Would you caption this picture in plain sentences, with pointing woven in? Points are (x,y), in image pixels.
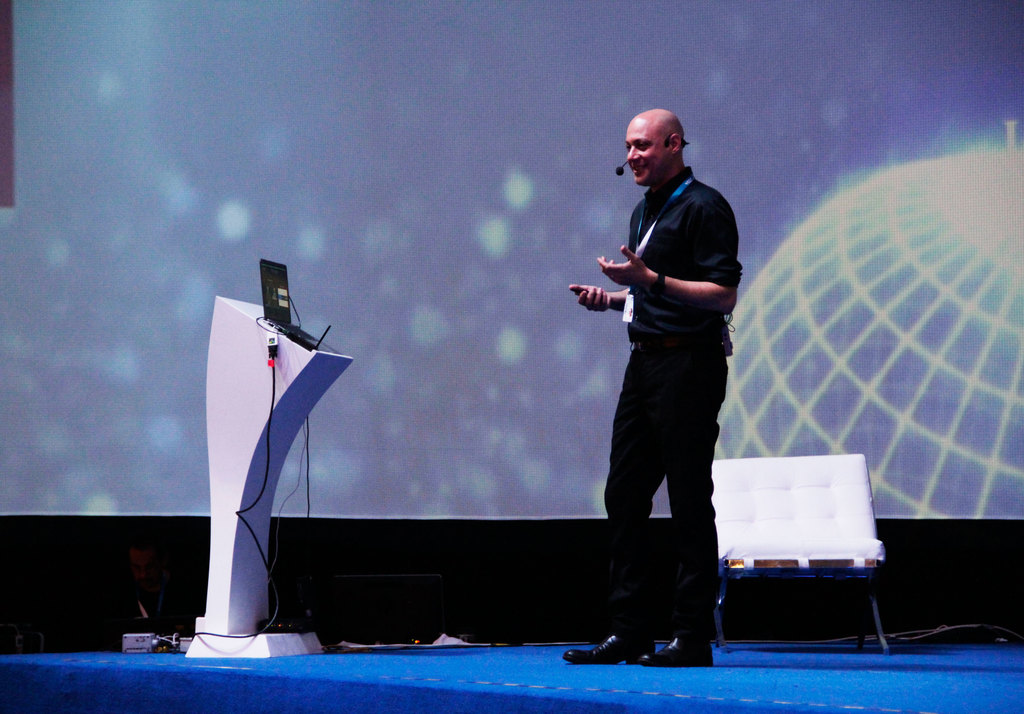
In this image we can see one person (645,504) standing on the stage (521,653) and talking. There is one chair (740,489) on the stage (660,682), one podium (236,530) with laptop (279,318) and wires (308,495) on the stage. There is one blue carpet (189,660), some objects (185,645) on the stage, background (49,392) there is a big screen (874,95) with images (1019,252).
